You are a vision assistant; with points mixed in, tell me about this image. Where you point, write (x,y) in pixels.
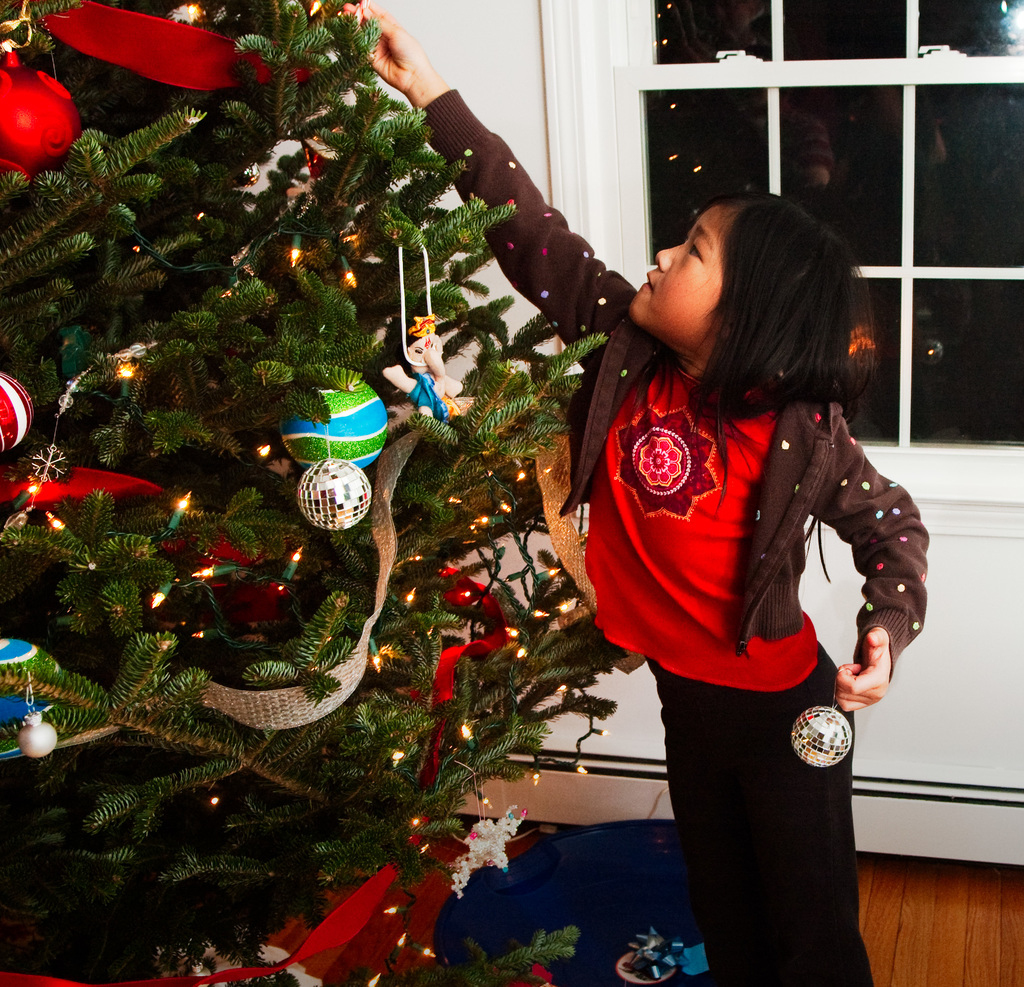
In this picture we can see a Christmas tree (165,723) with decorative items (109,35) and lights (265,577) on it, doormat (564,850), girl (695,691) standing on the floor (991,929) and in the background (694,92) we can see a window (694,99), wall (439,44).
